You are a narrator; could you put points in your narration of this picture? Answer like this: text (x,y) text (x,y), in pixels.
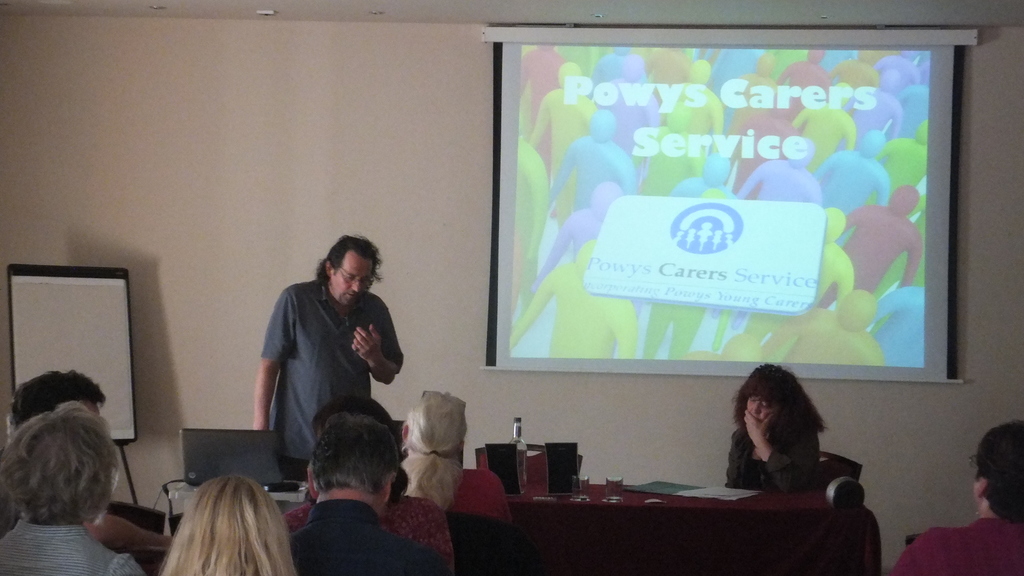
In the center (348,353) we can see one man (294,302) standing. In the bottom (269,521) they were few persons (254,536) were sitting on the chair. And there is a table (602,491) on table (685,509) we can see water bottle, glass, paper (718,496) etc. In the background (390,146) there is a screen (773,243), wall (284,161) and board (53,314).
